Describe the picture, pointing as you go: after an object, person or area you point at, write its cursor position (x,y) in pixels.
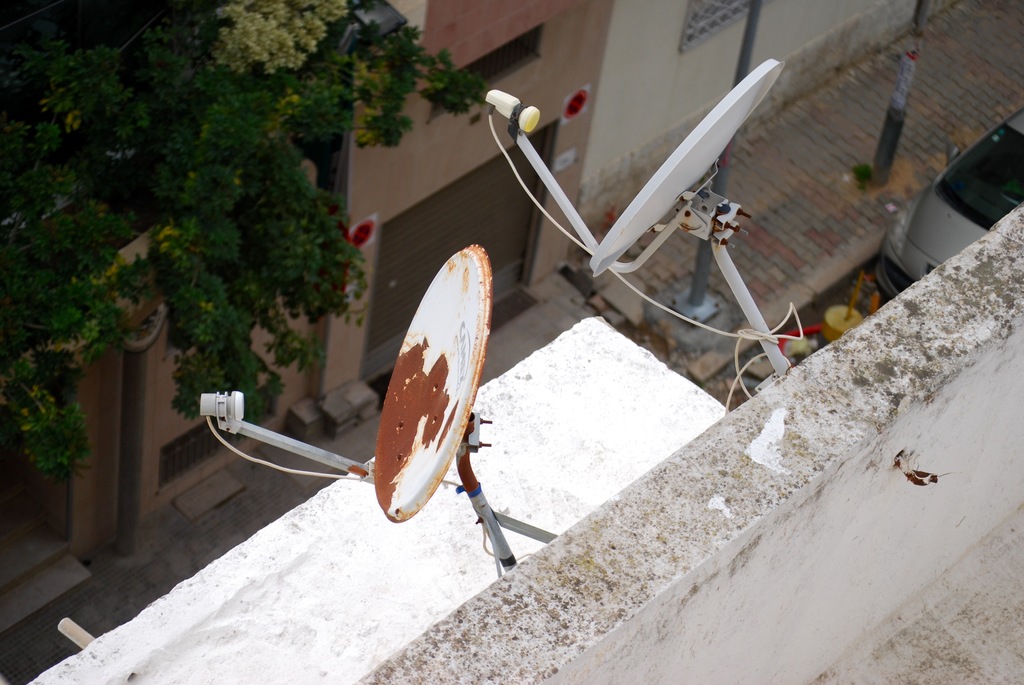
In this image I can see two dishes (464,311) attached to the wall (843,557). The wall (843,557) is in white color. Back I can see a buildings (637,21), windows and a trees (194,92). I can see a poles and vehicle (927,238) on the road (847,284).
